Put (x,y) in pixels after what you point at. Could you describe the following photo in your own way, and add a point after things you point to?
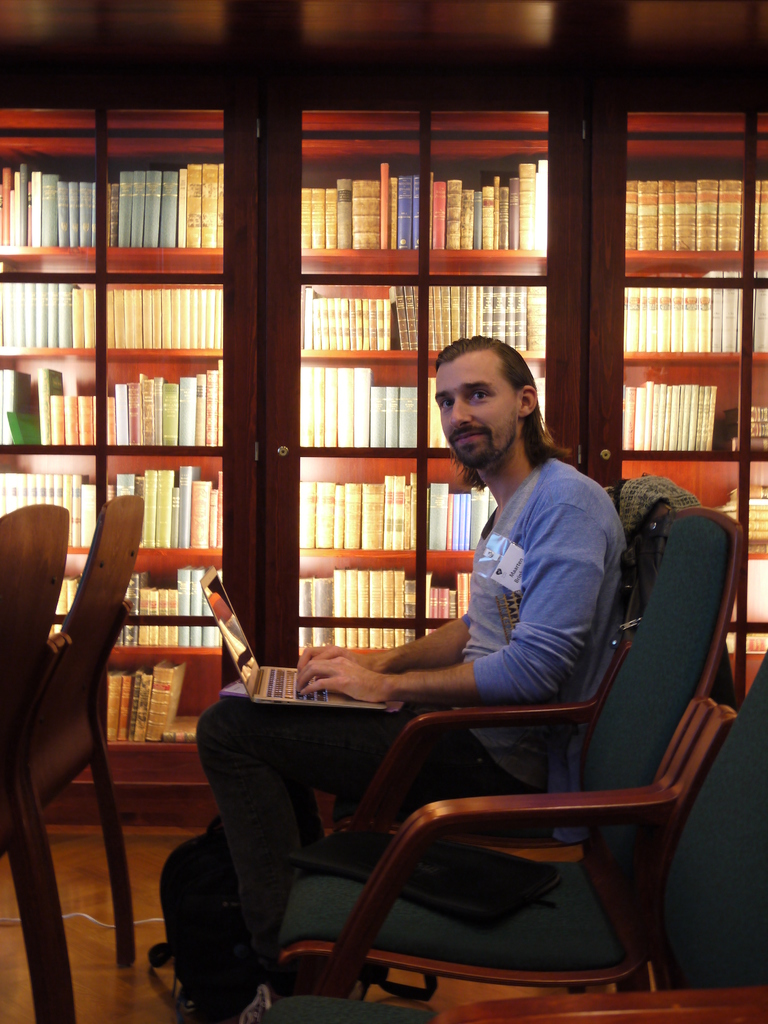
This image is taken in indoors. In this image there is a man (508,520). In the middle of the image (509,458) a man (331,740) is sitting on the chair (623,743) and using the laptop (346,701) which is there on his lap (248,742). In the right side of the image (641,795) there is an empty chair (589,905). In the background (370,195) there are three bookcases (352,251) with shelves (363,452) and many books (472,197) in it. In the left side of the image (5,655) there are two empty chairs (34,693).
